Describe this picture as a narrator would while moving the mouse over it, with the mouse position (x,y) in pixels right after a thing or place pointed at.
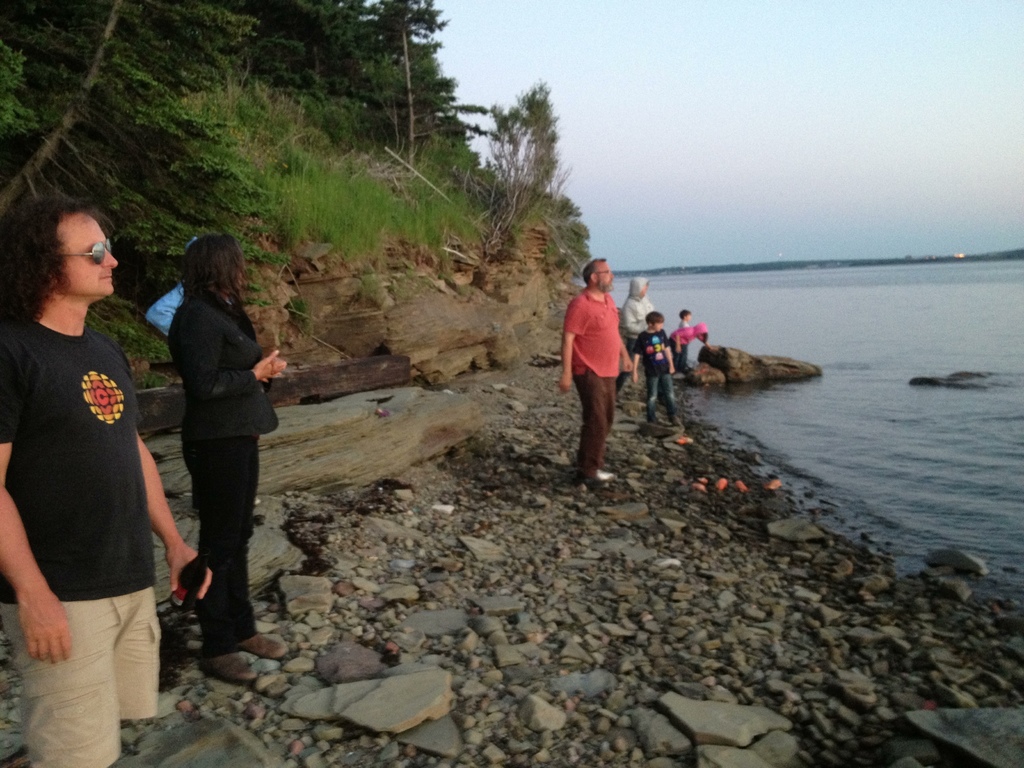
In this image we can see men (589,352), women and children (657,376) are standing on the land (398,606). There is a sea (960,418) on the right side of the image (952,329). At the top of the image (315,36), we can see the sky (753,67) and trees (297,92). We can see the stones (465,612) on the land (527,625).
